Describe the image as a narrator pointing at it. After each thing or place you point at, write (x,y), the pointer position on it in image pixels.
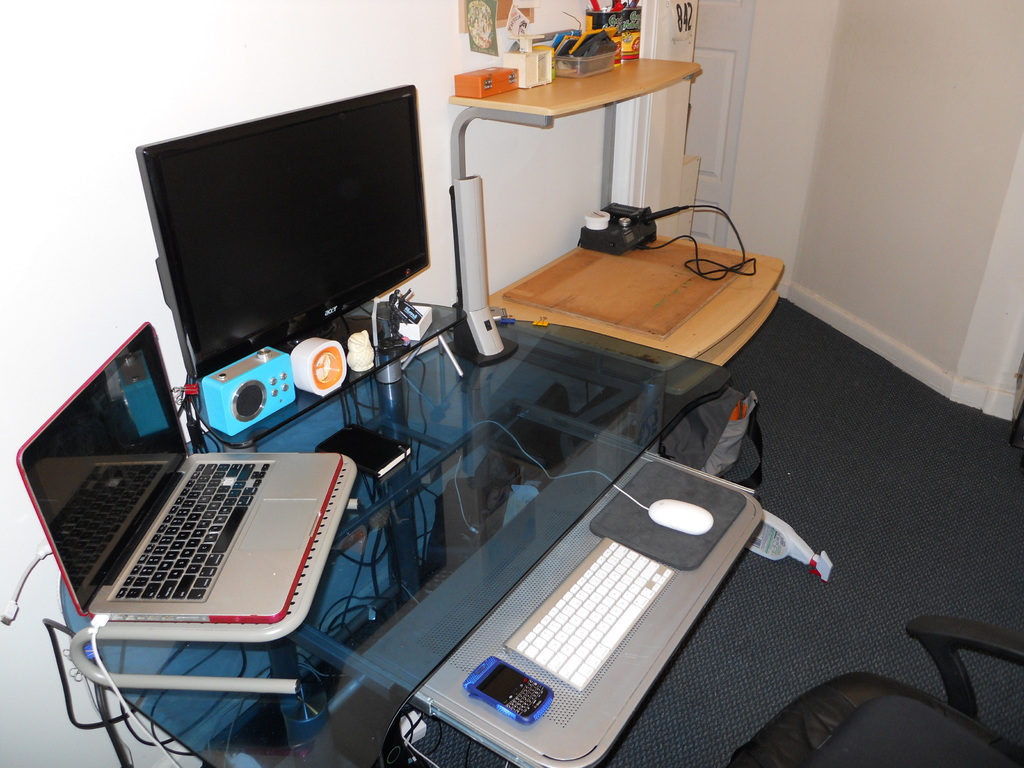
In this image there are monitors (358,159), keyboard (560,673), mobile (518,681), mouse (688,521) which are kept on the table (472,484). At the right side (908,734) there is a black colour chair (893,721). In the center (484,421) there are wires (730,269). And in the background (856,120) there is a wall (374,40).
